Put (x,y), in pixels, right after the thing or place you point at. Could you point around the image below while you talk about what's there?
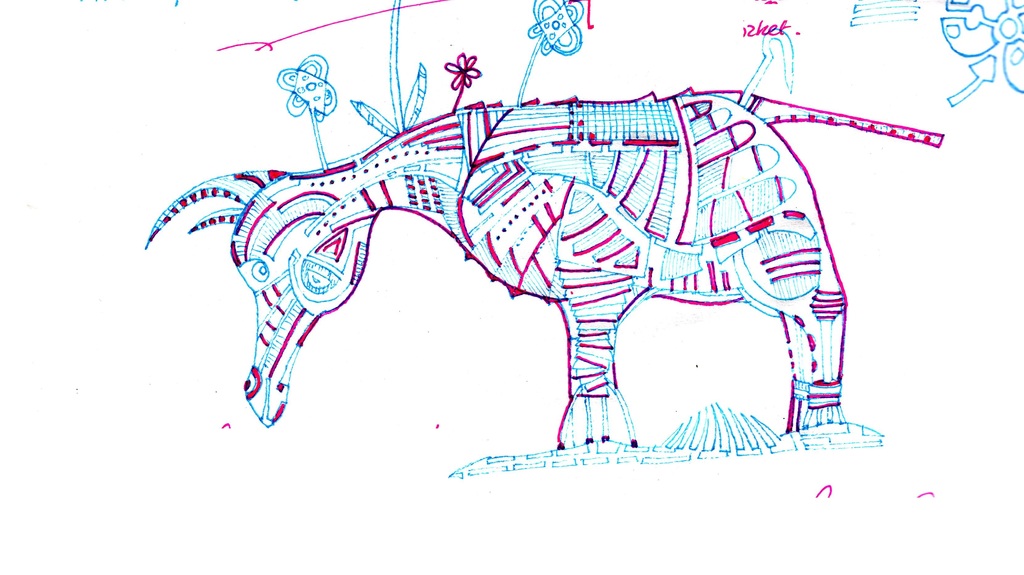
This is a drawing of an animal (770,202).
